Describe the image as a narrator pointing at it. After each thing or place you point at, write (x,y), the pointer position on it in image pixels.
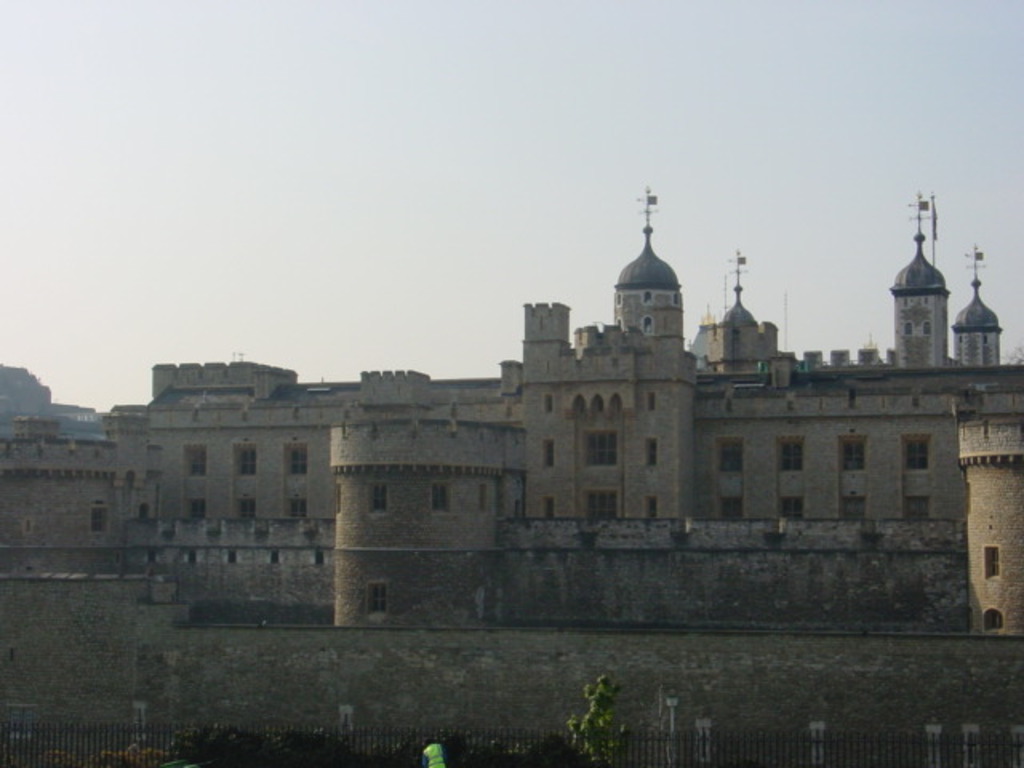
In this image there is a building (640,446) in the middle of this image (554,464). There is a fencing (403,749) in the bottom of this image (435,740). There is a sky (436,328) on the top of this image (385,177).
